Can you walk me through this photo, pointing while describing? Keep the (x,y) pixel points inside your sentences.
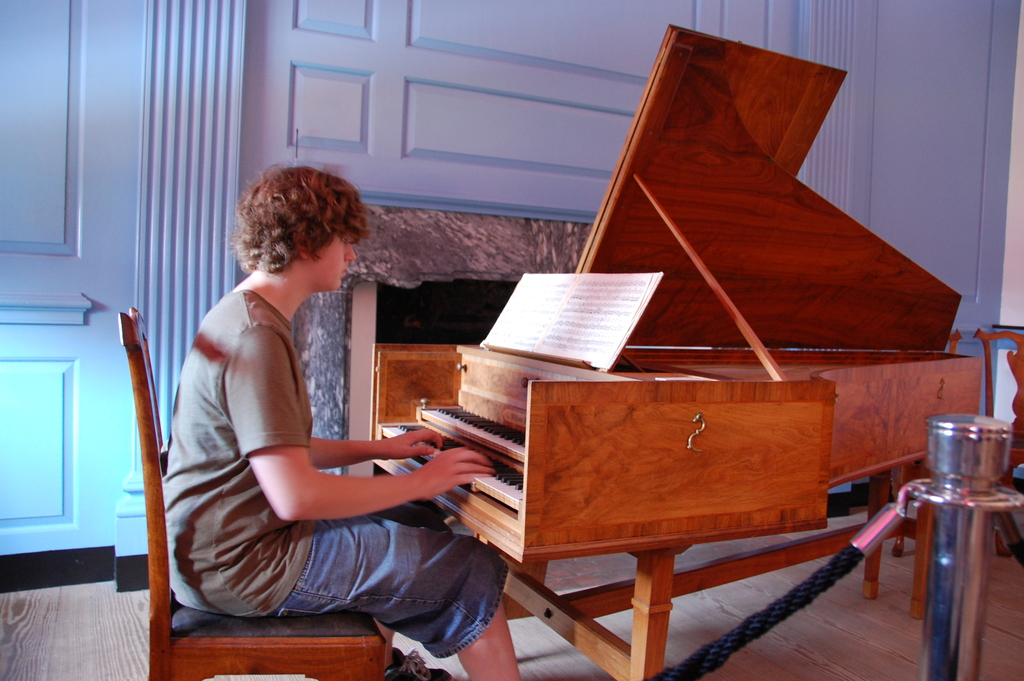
In this picture there is a man (296,441) who is sitting on the chair (300,622). He is playing a piano (474,432). There is a book (561,329). There is a door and a rod (934,578).
